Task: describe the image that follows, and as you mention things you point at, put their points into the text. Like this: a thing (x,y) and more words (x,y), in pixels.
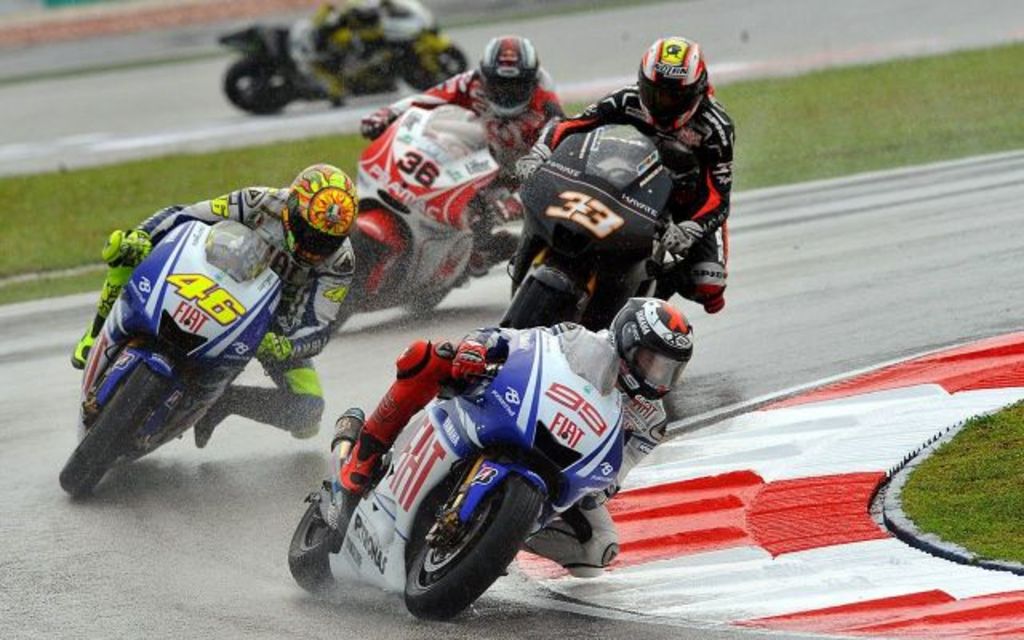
In this picture we can see the people (123,266) wearing helmets (657,56), shoes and they are riding bikes (506,522). We can see the green grass (974,128).
